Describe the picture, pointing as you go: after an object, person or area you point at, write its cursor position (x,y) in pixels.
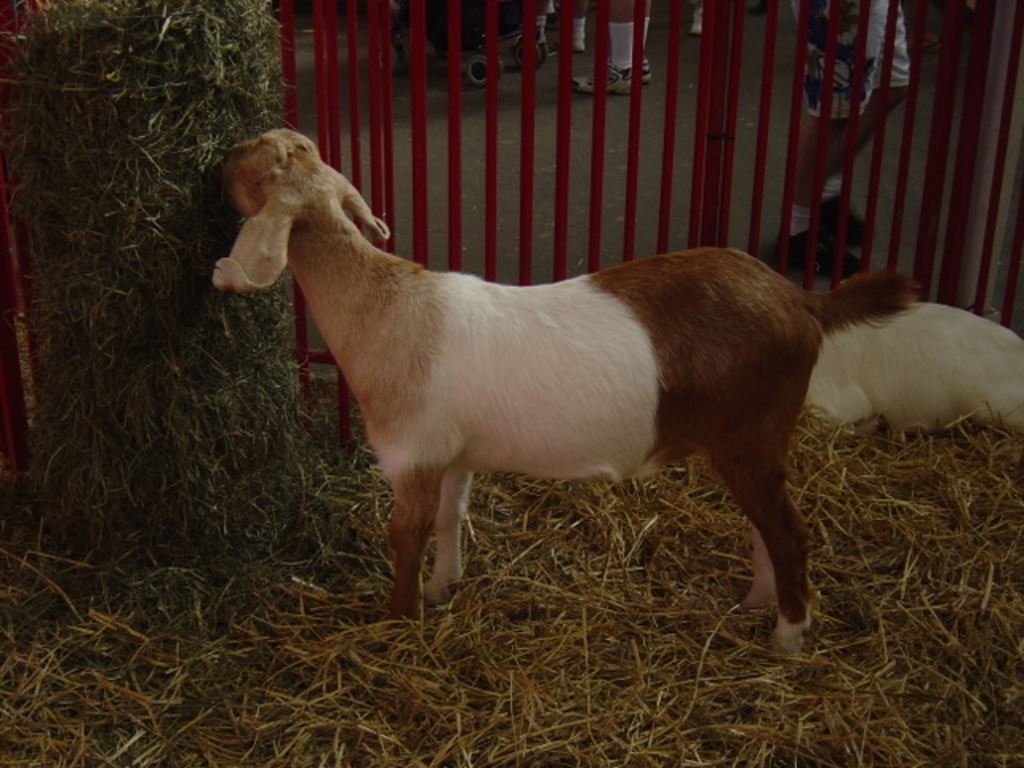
In this image there is a goat (401,275) eating grass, beside the goat (560,314) there is another goat (855,327) on the surface (619,506) of the grass (354,580), the goats (516,393) are inside a closed metal fence (459,216), on the other side of the fence (759,196) there are few people (609,69) walking.
